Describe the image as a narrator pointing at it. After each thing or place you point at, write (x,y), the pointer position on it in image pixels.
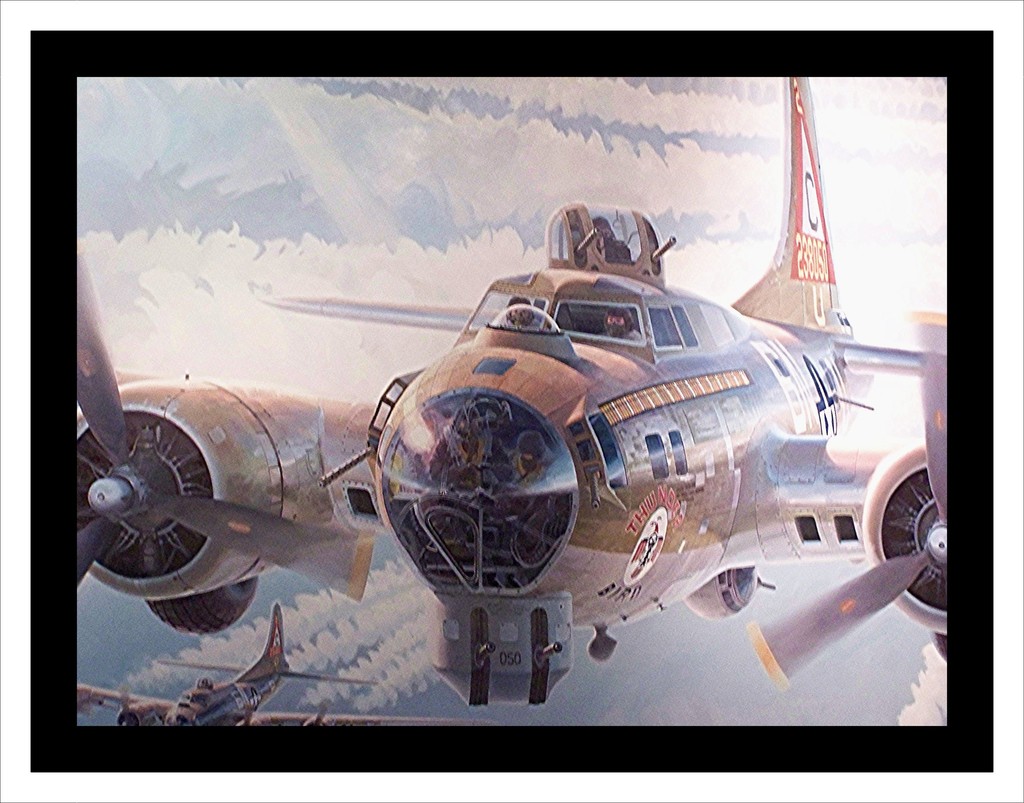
Planes (427,548) are in the air (232,660). Inside this plane (699,348) we can see people (510,303). Clouds (380,623) are near another plane (270,650). Background (340,630) we can see the sky (371,216).
